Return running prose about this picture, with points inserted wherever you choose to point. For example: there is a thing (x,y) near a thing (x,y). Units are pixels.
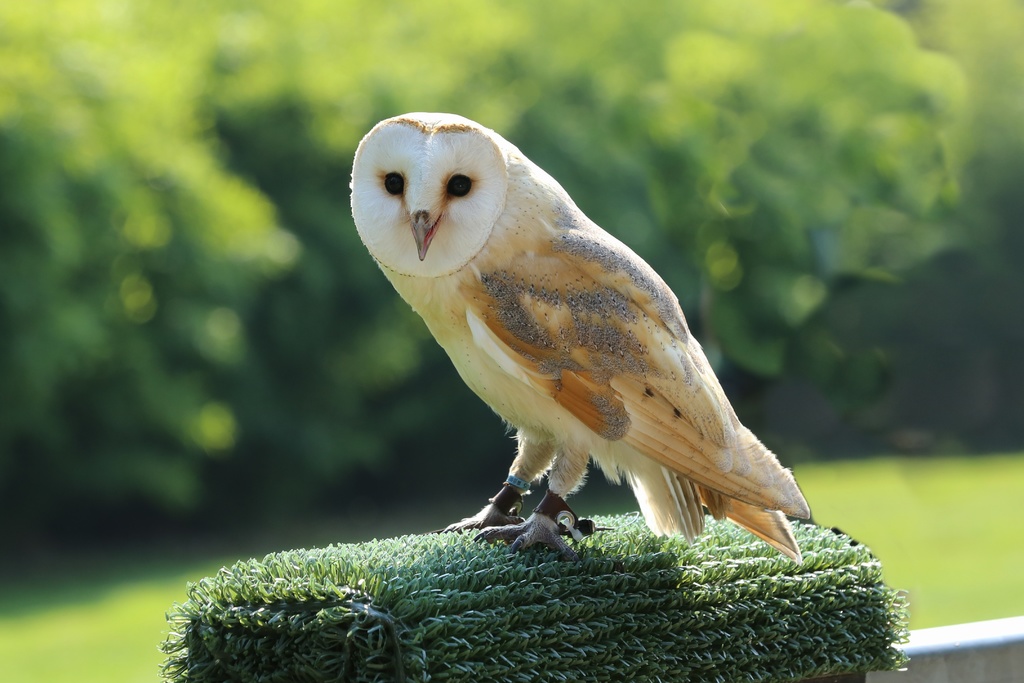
In this image, we can see a bird (582,304) and in the background (1008,55), there are some green trees (534,104).
